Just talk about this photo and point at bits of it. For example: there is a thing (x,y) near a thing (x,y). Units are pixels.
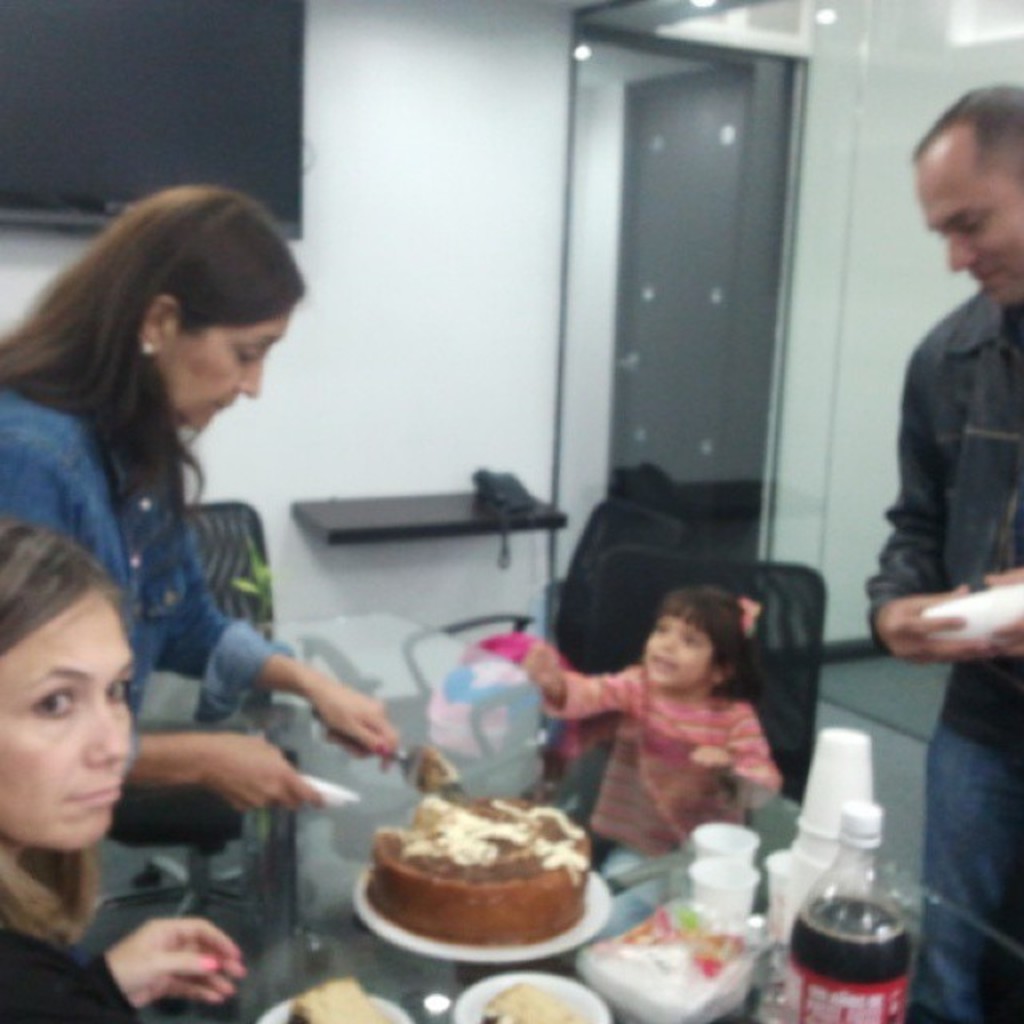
In this image I can see some people (948,686). I can see some objects (594,900) on the table (936,948). On the right side (793,389), I can see a mirror (809,414). In the background (490,488), I can see a telephone (511,489) on the wooden object (391,538). In the top left corner (167,143), I can see a television (209,151). I can see the wall (434,310).
